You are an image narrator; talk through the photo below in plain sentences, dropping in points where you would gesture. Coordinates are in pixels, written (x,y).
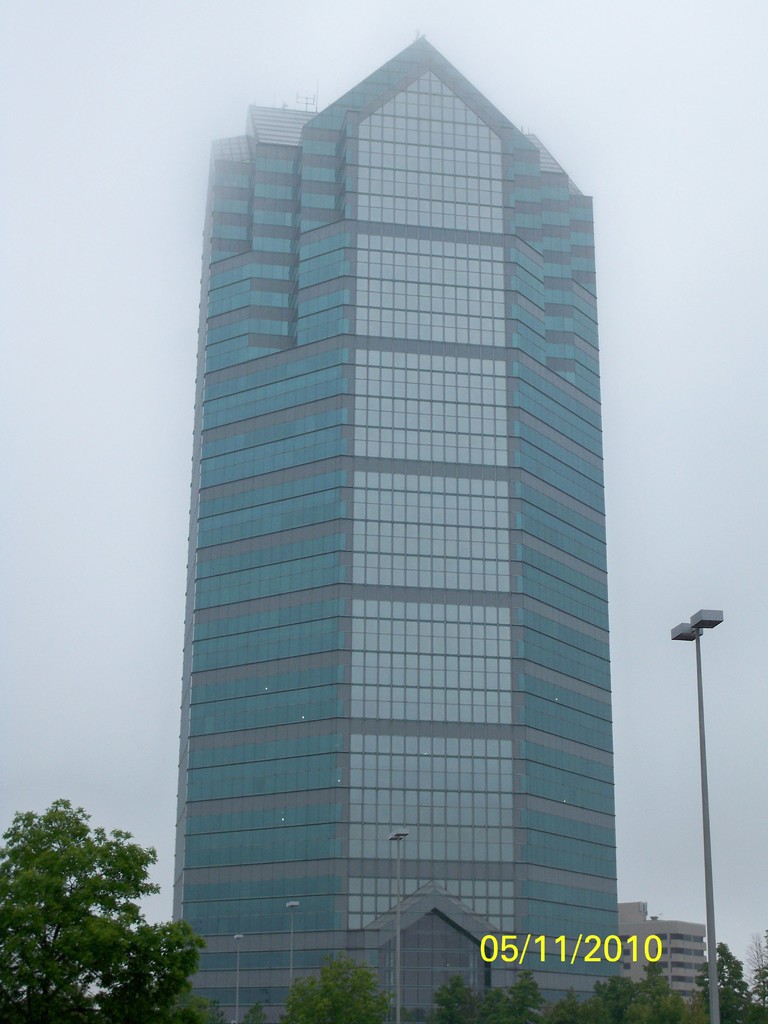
In this image there is the sky (510,50) towards the top of the image (652,332), there are buildings (594,706), there are poles (711,889) towards the bottom of the image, there are street lights (399,849), there are trees (663,983) towards the bottom of the image (361,973).
